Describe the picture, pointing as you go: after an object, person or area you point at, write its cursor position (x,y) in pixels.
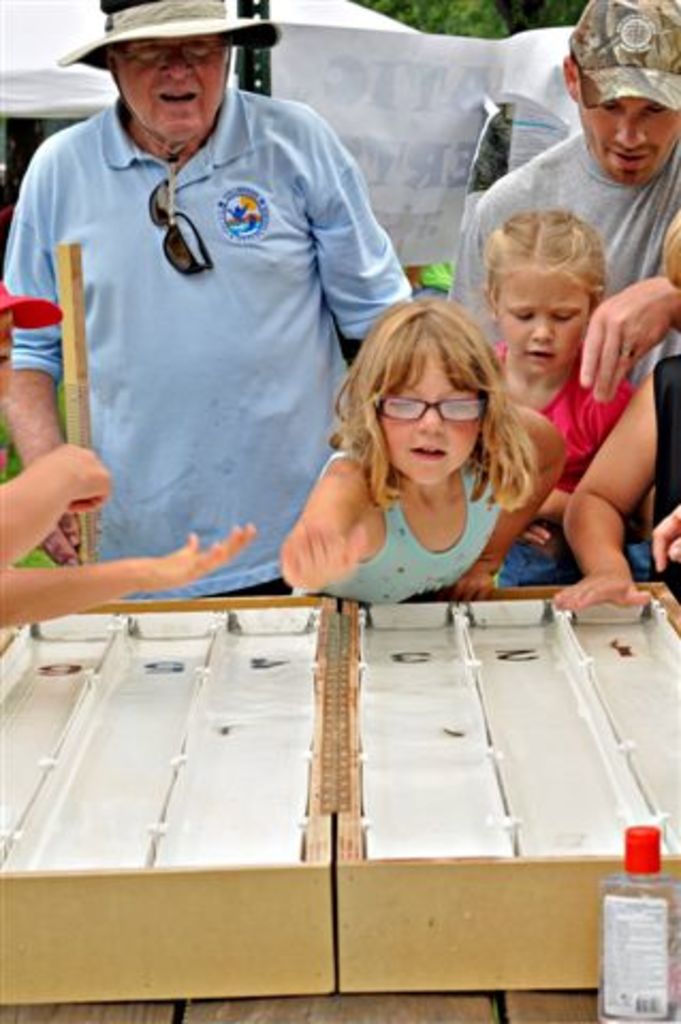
There are group of people (402,331) standing in front of a table (345,1014) which consists of an wooden box (343,976) on it.
